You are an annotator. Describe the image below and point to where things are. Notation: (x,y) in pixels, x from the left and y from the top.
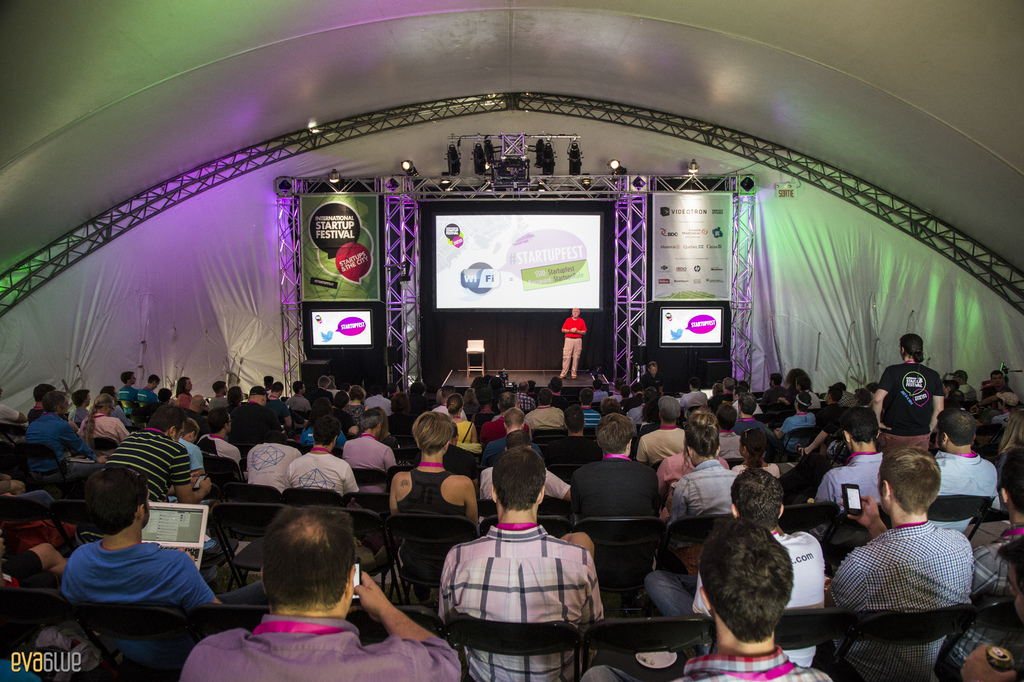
This image is taken indoors. At the top of the image (328,65) there is a roof (606,58). In the background (249,279) there is a cloth (780,283) which is white in color. There are a few iron bars (407,332). There is a screen (509,268). There are many boards (372,218) with text (690,270) on them. There are two televisions (682,311). There are a few lights (477,156). In the middle of the image (578,338) a man (575,334) is standing on the dais (530,370) and there is a chair (477,352) on the dais (549,380). In the middle of the image (444,428) many people (131,458) are sitting on the chairs (684,619) and a few are holding devices (855,504) in their hands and a man (919,441) is standing.
